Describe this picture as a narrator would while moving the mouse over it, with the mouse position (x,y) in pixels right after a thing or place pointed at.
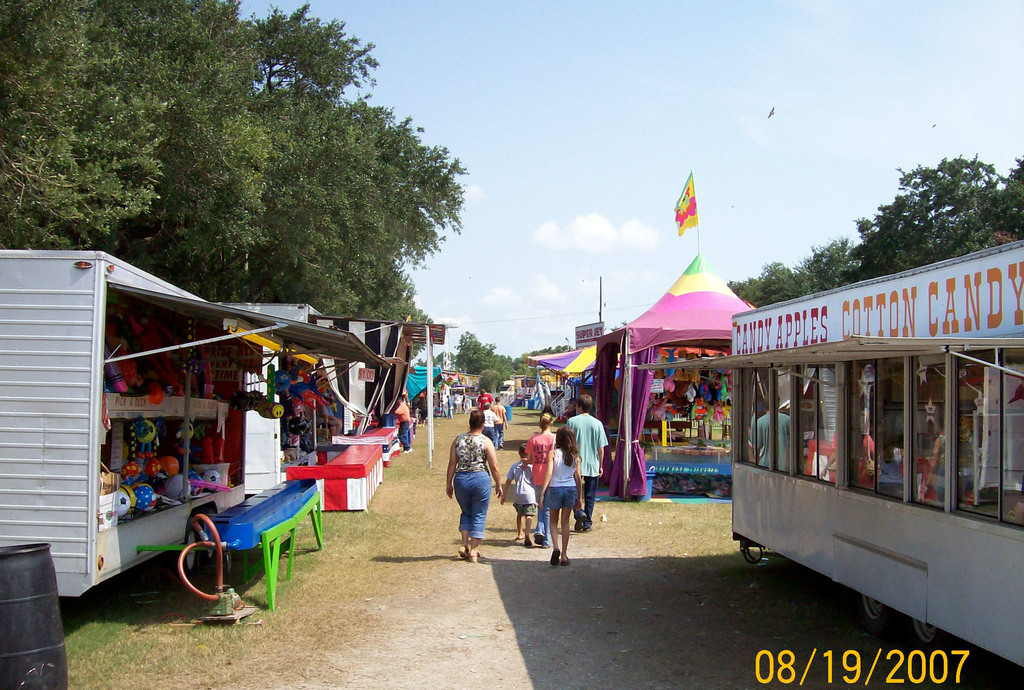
In the given image, We can see a couple trees (273,169), a flag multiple stalls (310,417) after that, We can see few people (468,492) walking away, We can see a person (402,424) wearing light orange color t shirt (408,413) and standing towards left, We can see few trees (881,232), sky (742,79) and towards right (917,316), We can see a truck (821,531) on left hand side (157,318), There is another truck (78,451) so inside the truck (222,408), We can see few objects (191,421).
